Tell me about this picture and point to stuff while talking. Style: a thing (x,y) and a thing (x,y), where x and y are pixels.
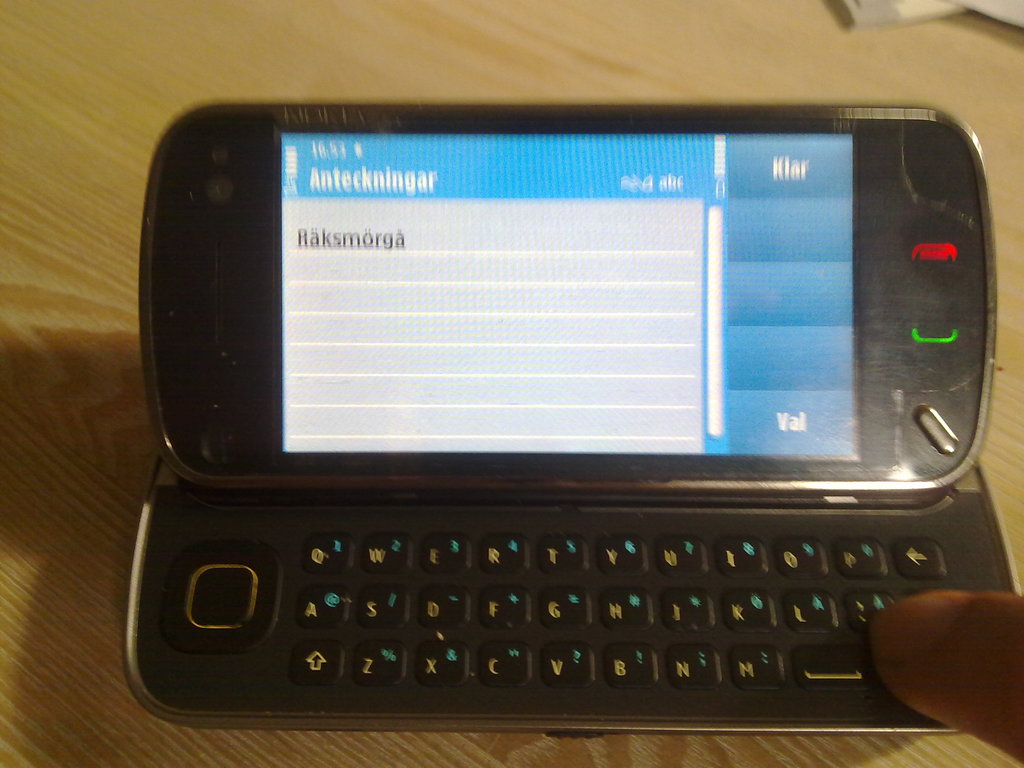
In the middle of the image (542,453) there is a mobile phone (816,425) on the wooden surface (88,453). On the right side of the image (954,661) there is of finger (958,662) of a person (962,648) on the mobile phone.
